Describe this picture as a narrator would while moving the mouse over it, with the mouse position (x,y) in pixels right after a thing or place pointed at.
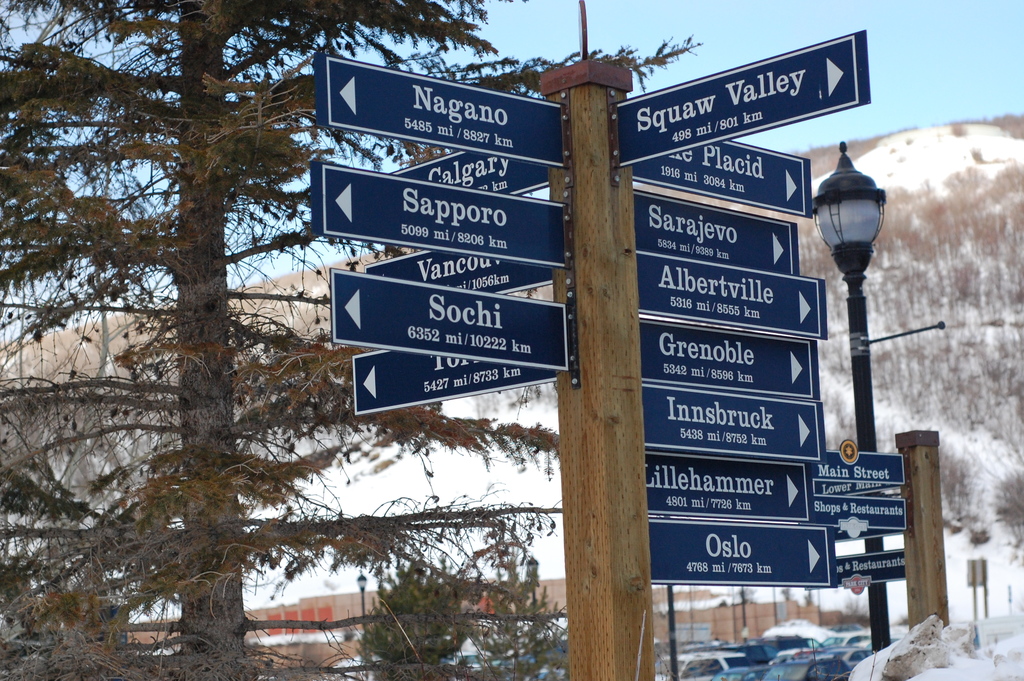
On the right side (728,431), there are white color texts (462,115) on the blue color sign boards (527,206), which are attached to a wooden pole (609,268). In the background (559,562), there are trees (972,274), poles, vehicles (845,645), a mountain (313,575) and other objects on the ground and there is blue sky (899,44).
